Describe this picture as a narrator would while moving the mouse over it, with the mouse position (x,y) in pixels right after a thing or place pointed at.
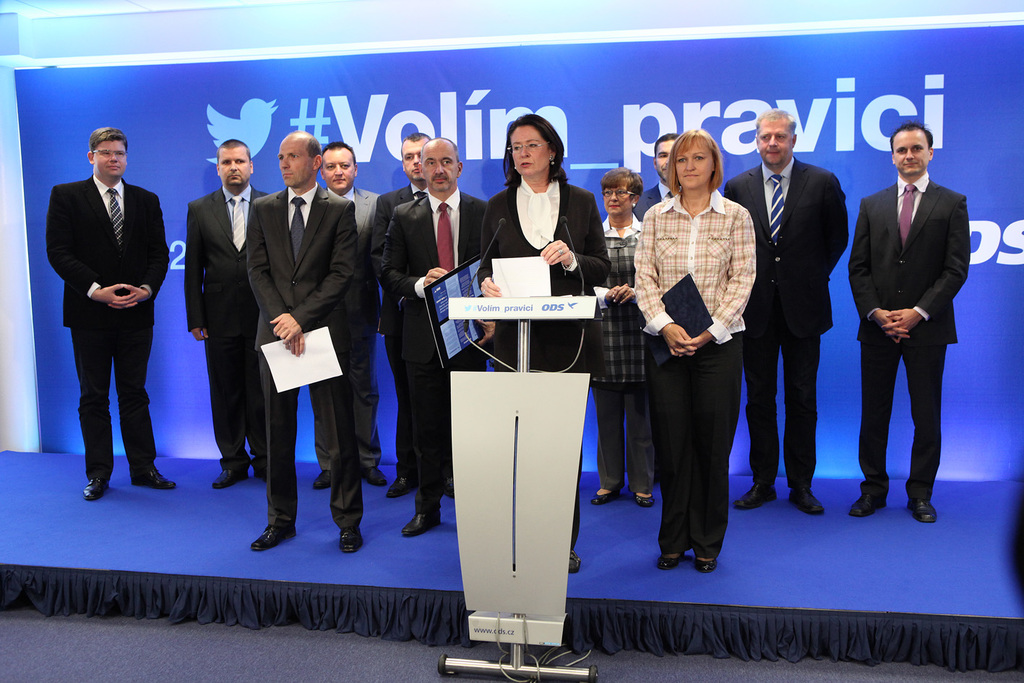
In this picture we can see a group of people (789,357) standing on stage (940,492) where a woman (507,179) holding a paper (515,266) with her hands (552,242) and standing at the podium (486,485) and in the background (813,70) we can see a banner (890,71).
